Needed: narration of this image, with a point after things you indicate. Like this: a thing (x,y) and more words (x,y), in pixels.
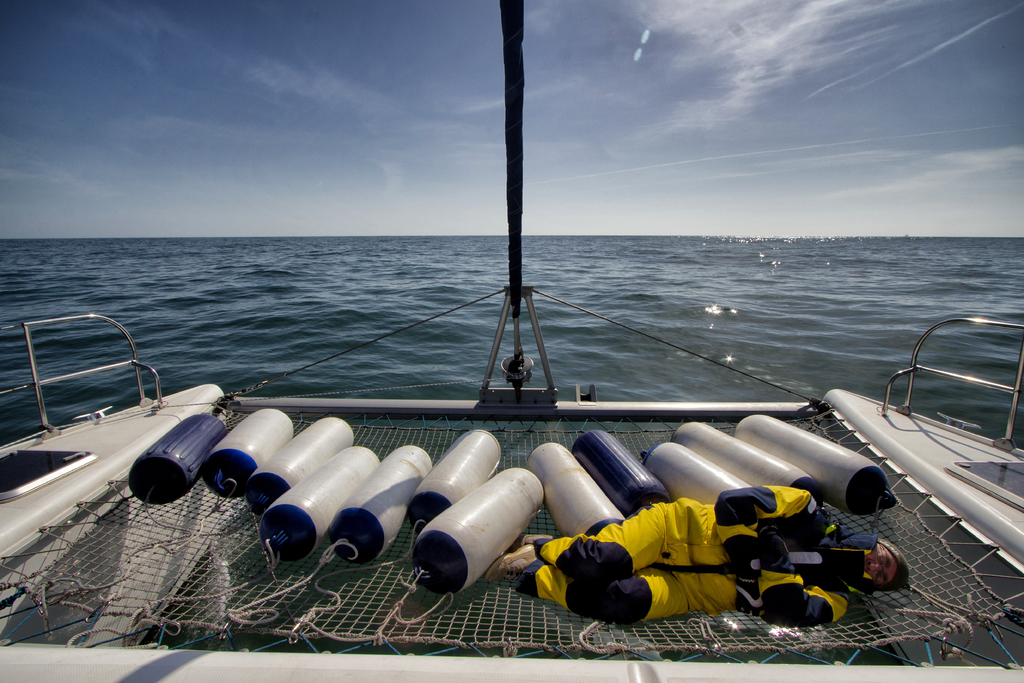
In this image there is a sea (270,268), there is a sky (291,110), there is a man (688,552) sleeping on the ship (572,531).
